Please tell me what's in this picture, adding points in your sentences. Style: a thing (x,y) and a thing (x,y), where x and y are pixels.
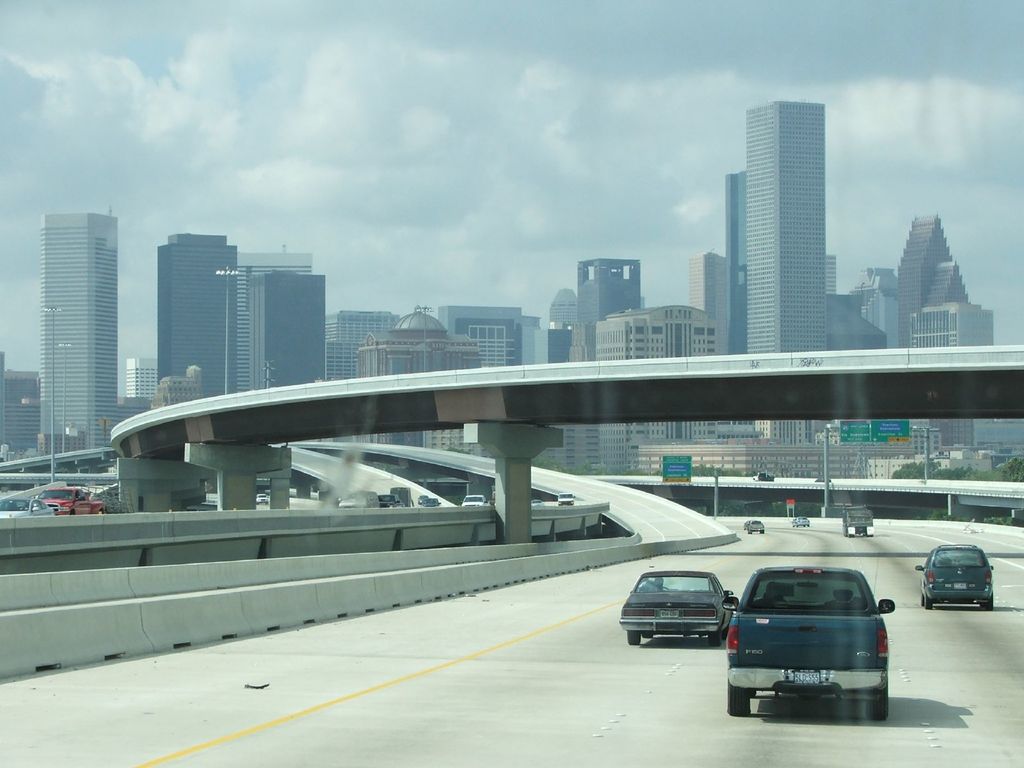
In this image there are some vehicles (785,618) are on the bottom right side of this image (786,635) and there is a road (603,628) at bottom of this image (506,673). There is a bridge (361,411) as we can see in middle of this image (357,397) and there are some buildings (425,359) in the background (130,366). There is a sky (474,174) at top of this image (442,159). There are some sign boards (675,470) on the right side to this image.
